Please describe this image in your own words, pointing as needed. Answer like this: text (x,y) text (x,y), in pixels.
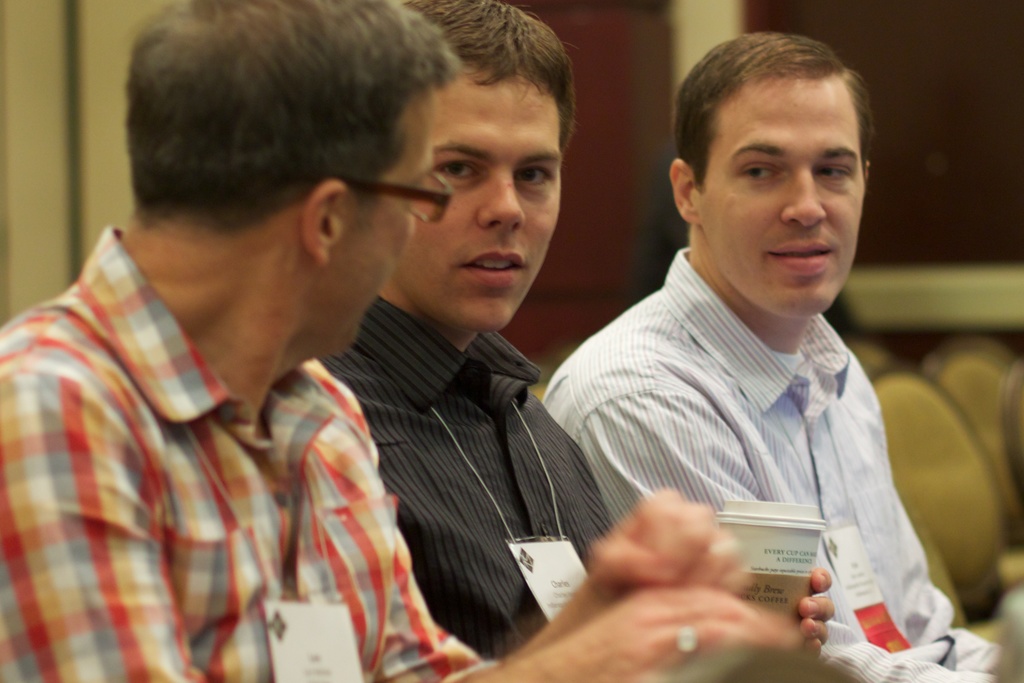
Background (1018,269) portion of the picture is blurred. In this picture we can see chairs (1017,381) and men (841,360). We can see a man (803,406) who is sitting on the right (731,425) is holding a cup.
